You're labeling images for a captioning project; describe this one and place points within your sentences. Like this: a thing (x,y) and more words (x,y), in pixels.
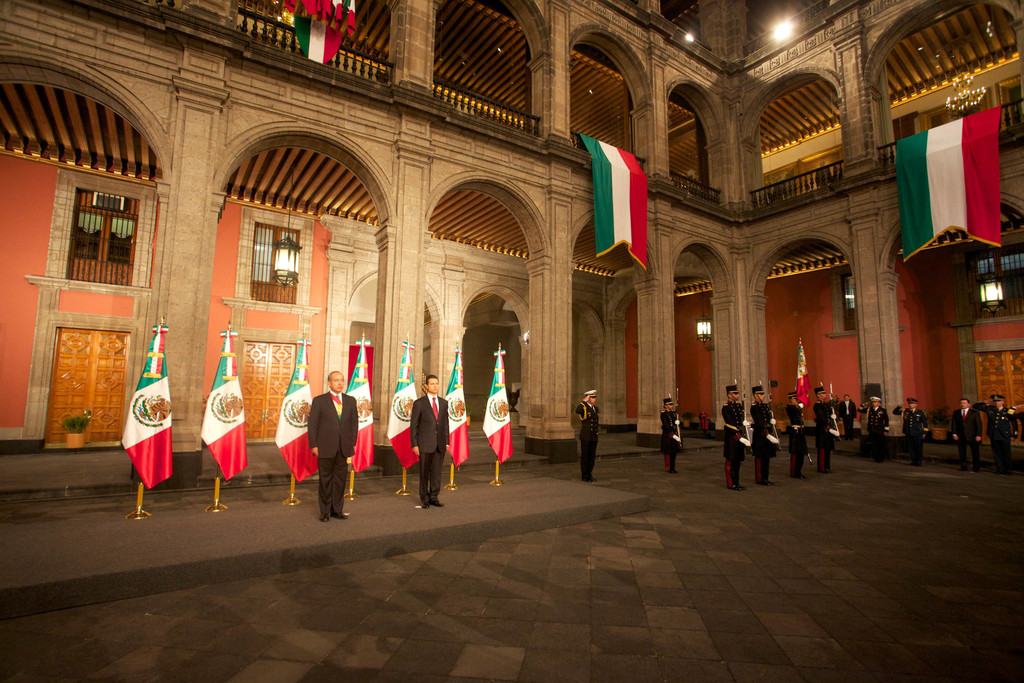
This image is taken in inside a building (761,372), in this image there are people (917,453) standing in the background (144,428) there are flags (169,411) pillars (182,417), at the top (616,215) there are flags (927,155).
